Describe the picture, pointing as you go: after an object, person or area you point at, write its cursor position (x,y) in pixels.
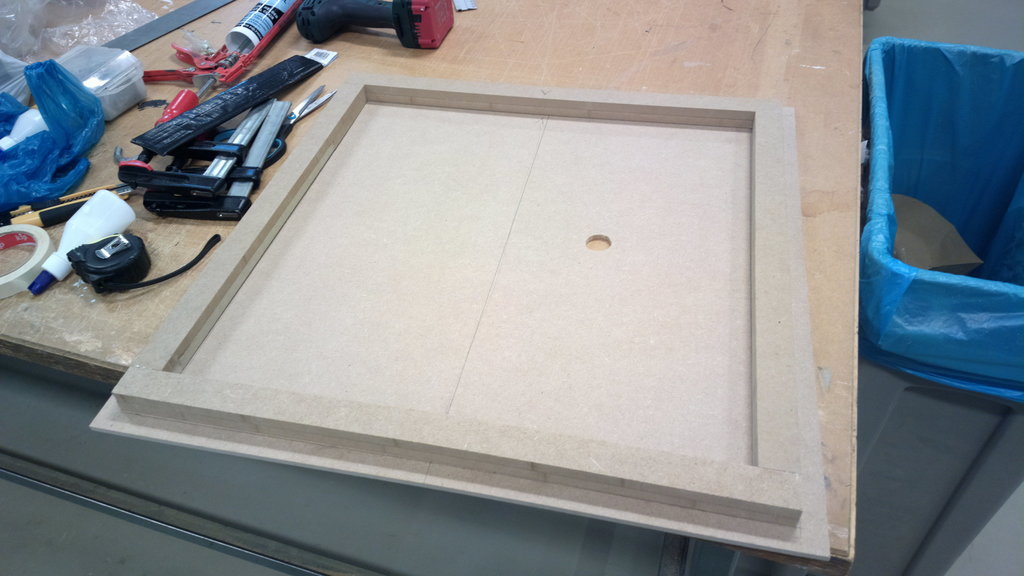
in this picture i can see a tools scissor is available, tape (36,240) is also available, glue (97,220) is also available and i can see a box (105,105) a plastic cover (52,92) and also a board (287,224) which is made by wood (144,389) and also i can see a machine (414,21) and also i can see dustbin (948,49) which is covered with a plastic cover (968,301), Inside the dustbin (876,120) i can see a brown color bag (932,229).
